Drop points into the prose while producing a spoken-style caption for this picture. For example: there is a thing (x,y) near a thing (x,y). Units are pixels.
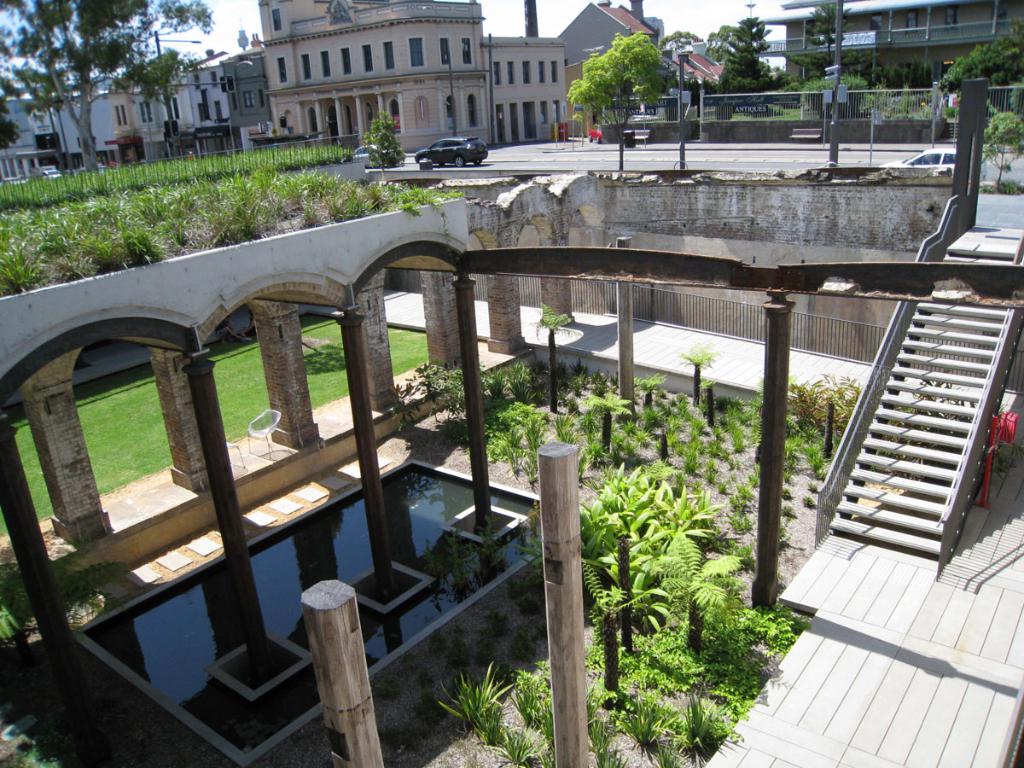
To the right side of the image (907,526) we can see a stair case (907,526). In the foreground of the image (744,564) we can see group of plants (652,595), poles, water (277,569). In the background (379,145) we can see group of vehicles (362,152) parked in the road (491,167), group of plants (1011,69), buildings (402,89) and sky (502,7).
